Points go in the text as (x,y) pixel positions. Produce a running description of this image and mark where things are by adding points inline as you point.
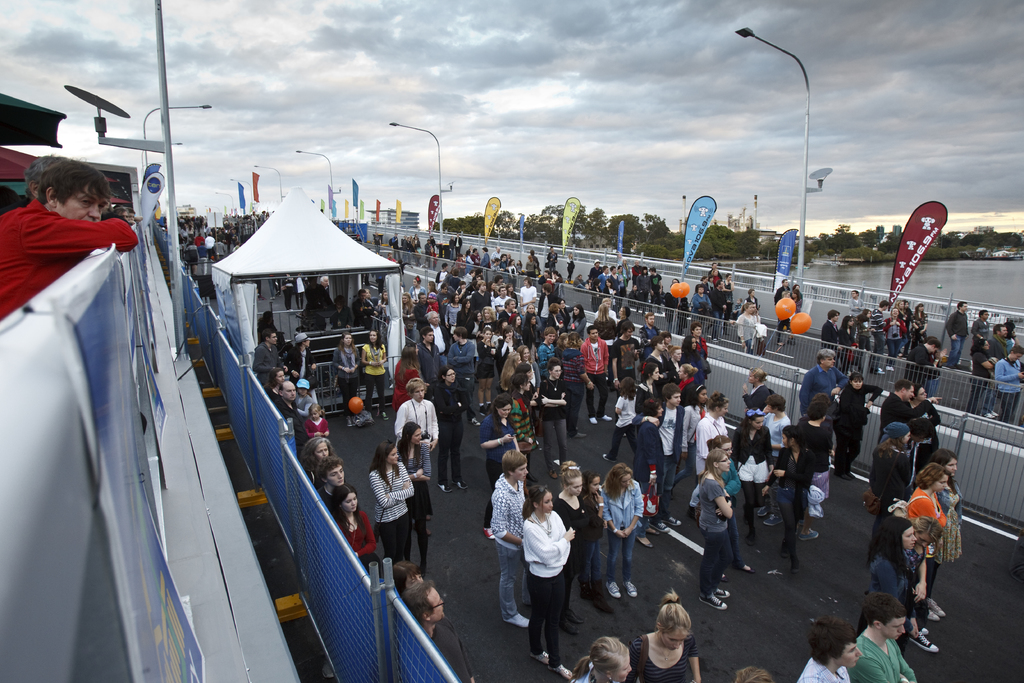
In this picture I can see few trees (960,254), buildings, water (974,262) and I can see few people (460,293) standing on the bridge (661,317) and I can see few pole lights (767,44) and few banners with some text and I can see a human (88,201) on the left side (63,230) and looks like another bridge (160,323) on the left (110,340) and I can see a umbrella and a cloudy sky (599,170).
